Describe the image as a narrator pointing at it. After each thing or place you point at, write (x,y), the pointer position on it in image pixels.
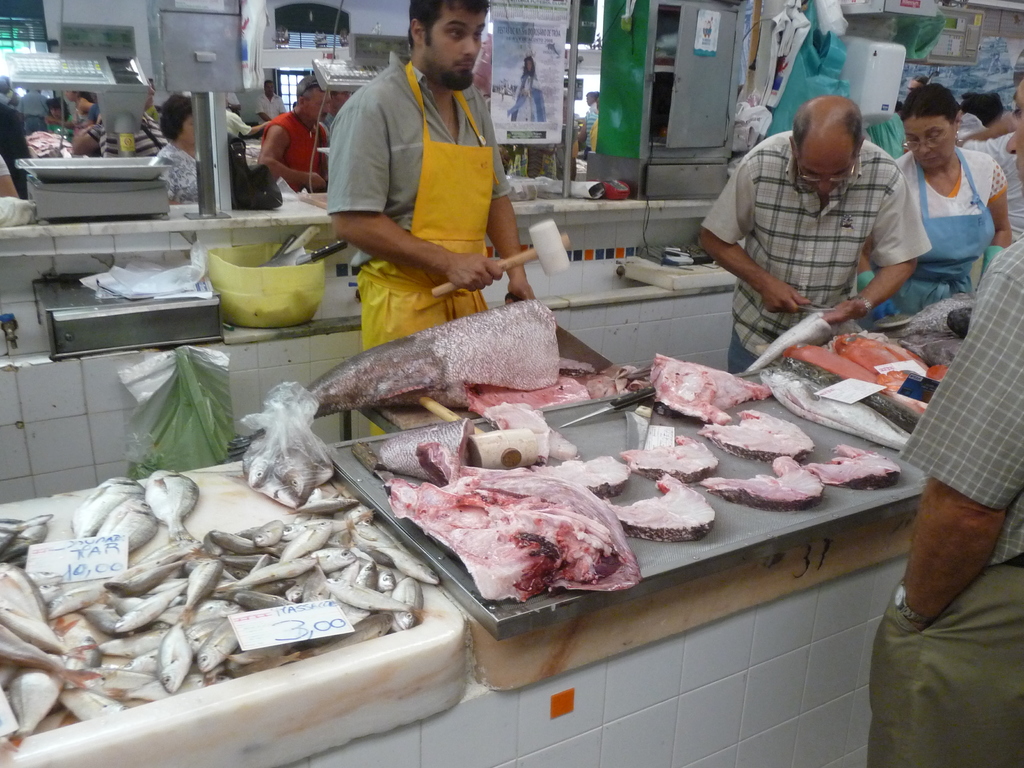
In this picture we can see a man (481,182) standing in the market (521,228) and chopping the fish pieces (532,594). In front we can see some fish pieces (558,519) in the silver tray (453,576). Behind we can see some people (269,137) standing at the market counter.
